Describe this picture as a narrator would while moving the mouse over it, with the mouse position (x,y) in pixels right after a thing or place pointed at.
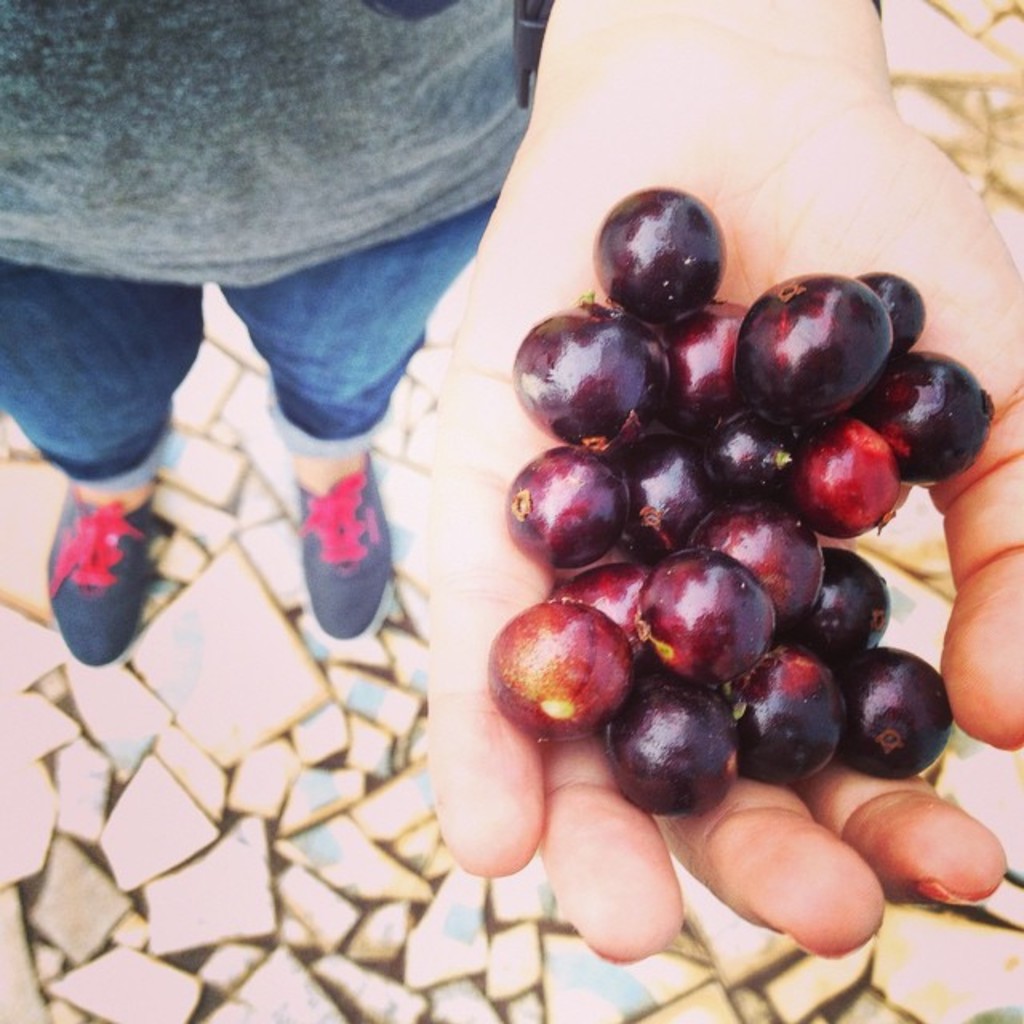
This picture looks like few grapes (646,564) in the human hand (471,535) and I can see few stones (220,846) on the ground (230,868).
